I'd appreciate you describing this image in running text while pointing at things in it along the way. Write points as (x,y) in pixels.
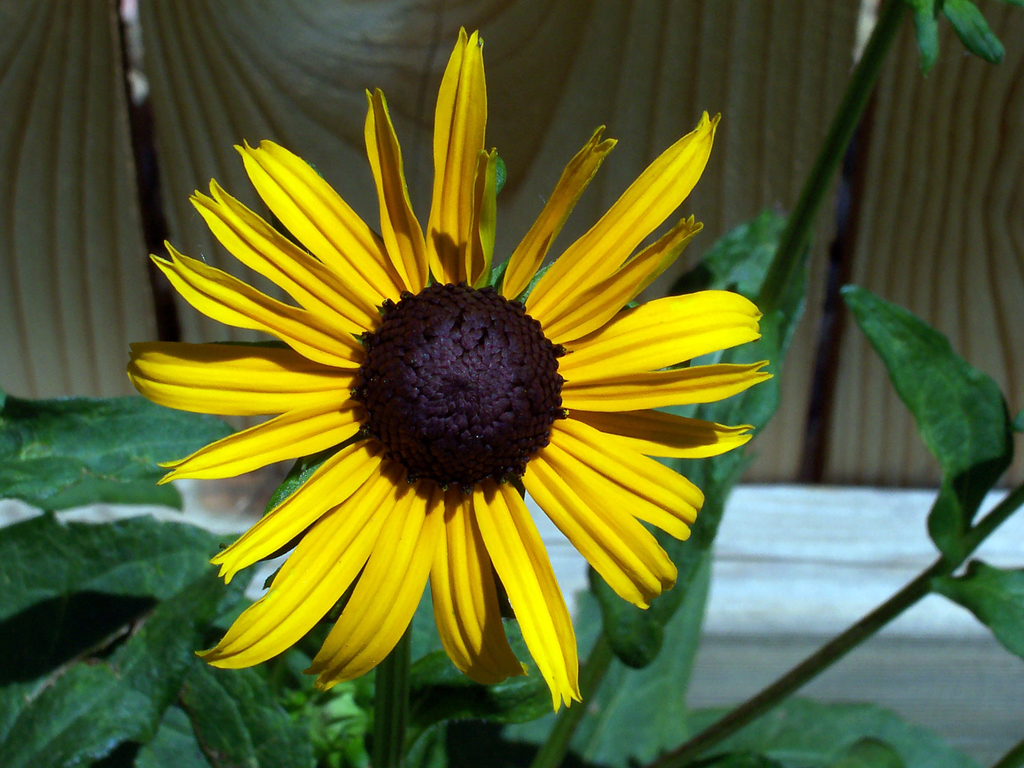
There is a flower (578,198) in the center of the image (579,350), there are leaves (96,660) in the background area (801,745), it seems to be there are wooden boards (415,64) in the background area (695,80).
